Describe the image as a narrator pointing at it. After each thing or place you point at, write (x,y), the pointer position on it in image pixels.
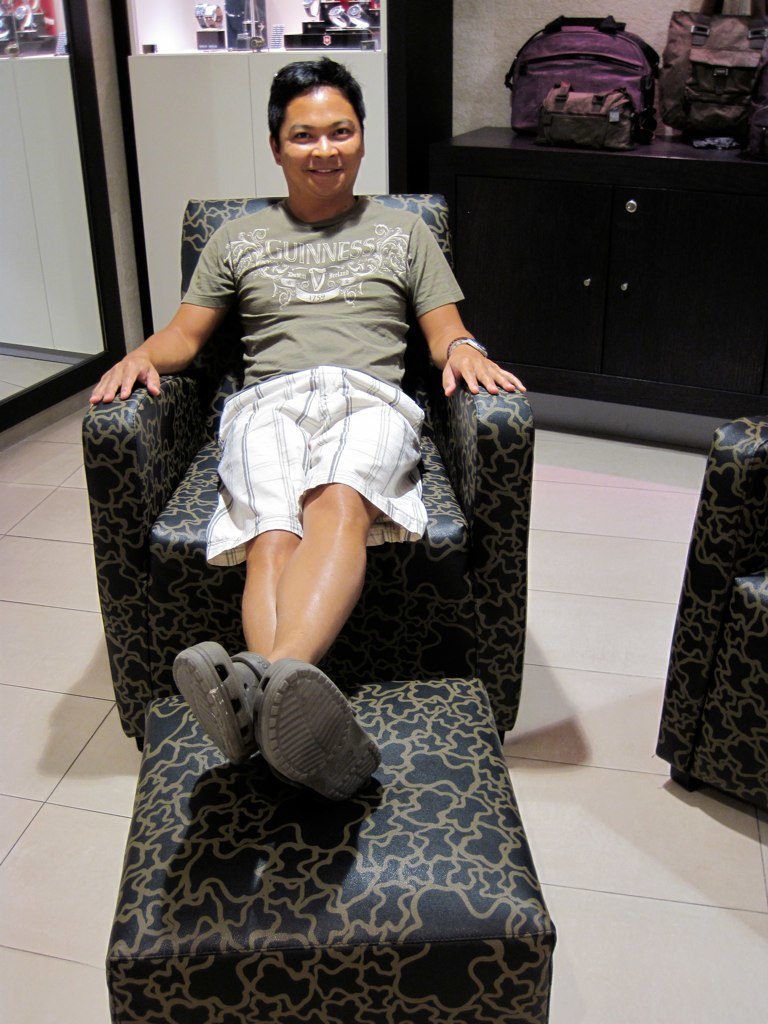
In this image there is a man (277,386) sitting in sofa (196,483) keeping his legs (288,619) on stool (246,804). In the background (169,118) there is a cupboard (159,90) to the left side (207,84) and a bag (555,49) to the right side (645,108) which is kept on a wooden desk (616,306). In the bottom (595,732) there is a floor (595,750).
